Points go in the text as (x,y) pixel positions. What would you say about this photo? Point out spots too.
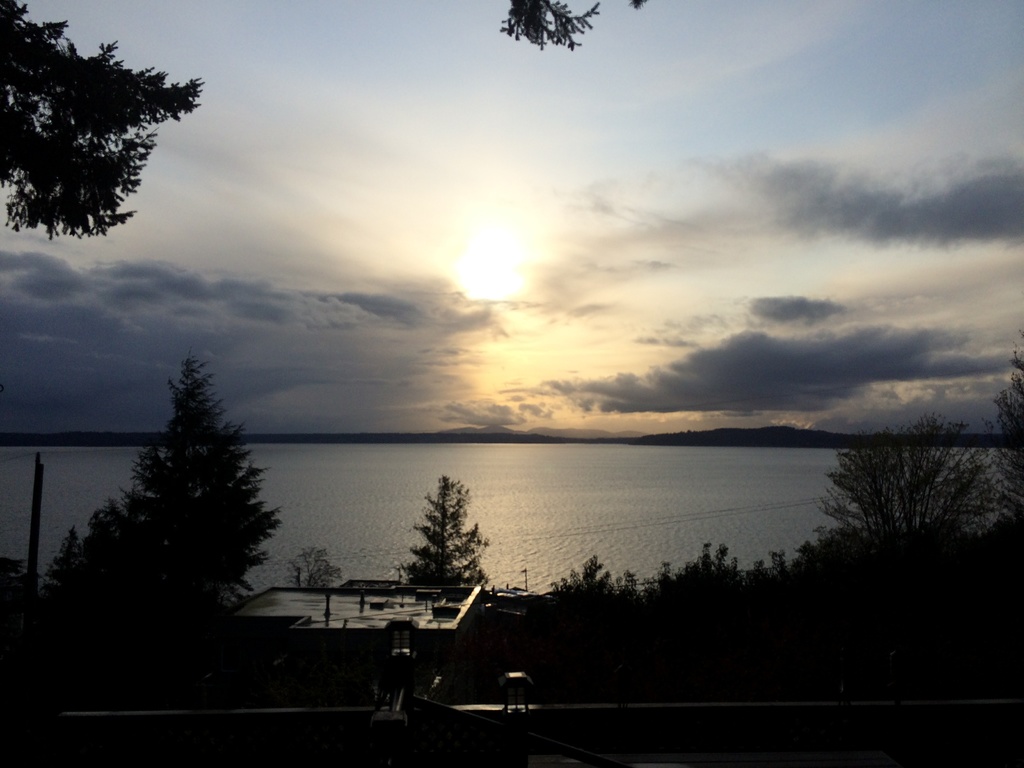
This is a colour picture, in this image we can see some trees (242,528), water (377,560), mountains (858,439) and a building (250,650), in the background (497,329) we can see the sky (508,263) with clouds (475,321).
